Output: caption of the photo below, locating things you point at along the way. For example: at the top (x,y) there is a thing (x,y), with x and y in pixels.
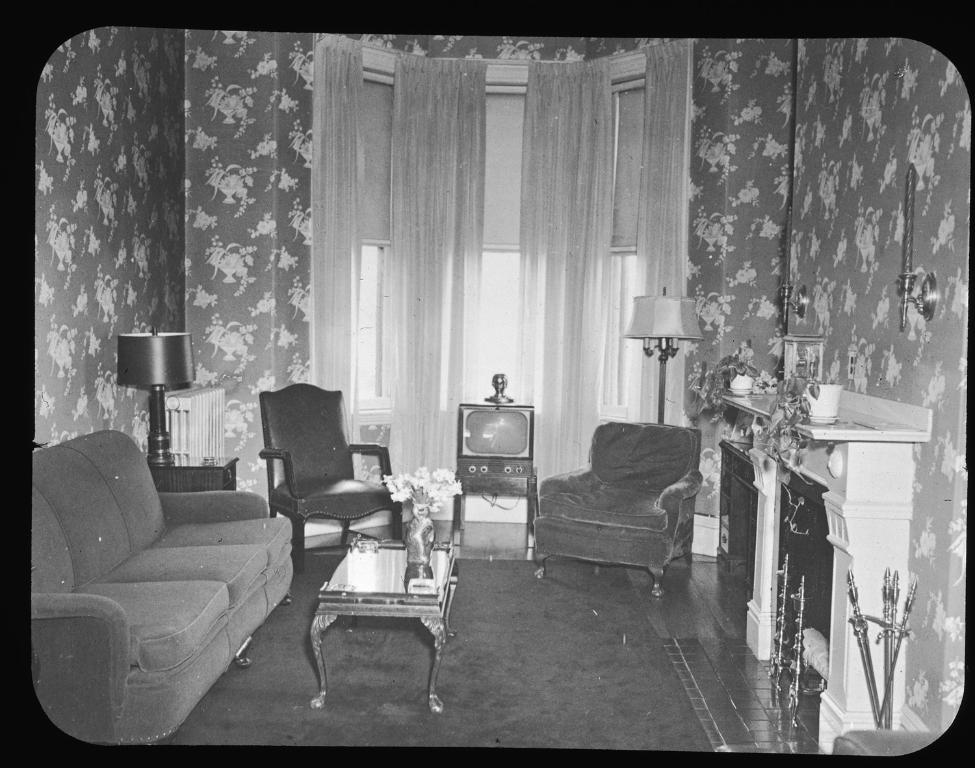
This is a photograph in which we can see sofa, chair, lamp (162,398), window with curtain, TV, flower vase (420,545) on the table (397,613), a candle stand (925,297), etc.
